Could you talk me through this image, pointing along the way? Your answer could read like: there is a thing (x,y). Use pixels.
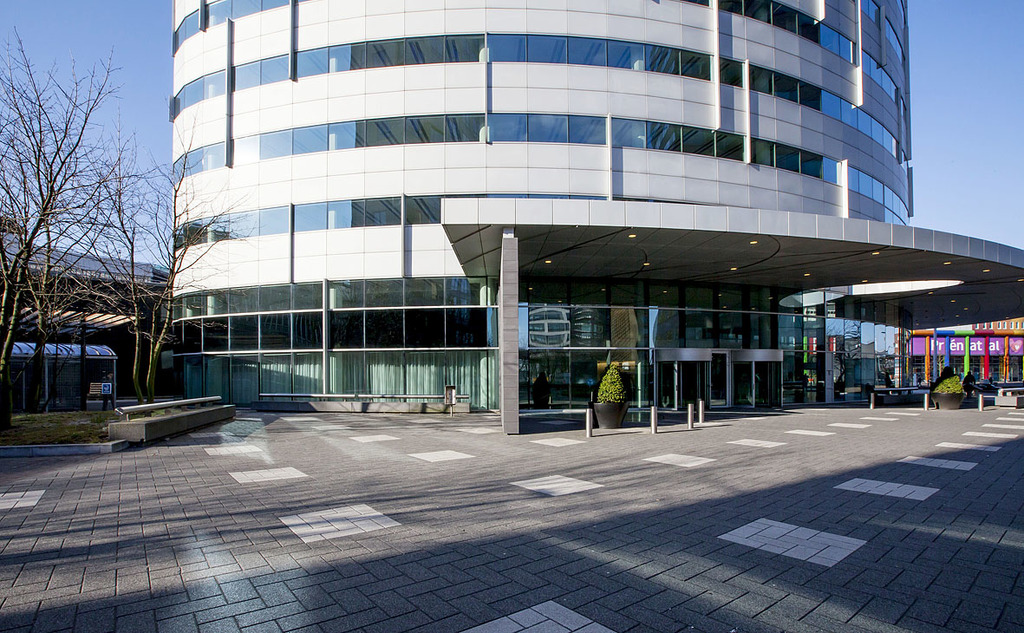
In this image we can see the building (405,265), trees (1,303), plants (619,393), barrier rods (654,413) and also the path (715,423). We can also see the grass (78,415), sign board (104,389) and also the roof (58,354) for shelter on the left (48,343). We can also see the sky (112,39) and also the ceiling lights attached to the ceiling (879,273).
